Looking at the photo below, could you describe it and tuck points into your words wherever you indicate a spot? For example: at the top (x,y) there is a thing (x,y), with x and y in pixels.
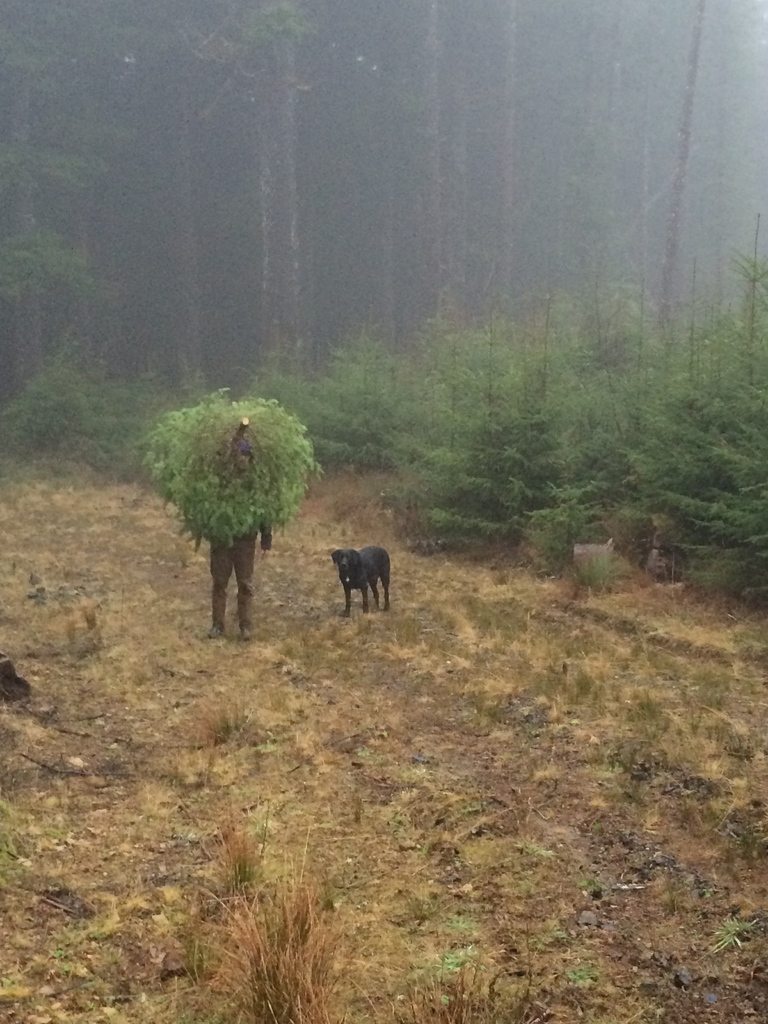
In the image we can see a person (234,542) standing, wearing clothes (228,569) and here we can see a dog (362,577). Here we can see grass (479,761), plants (472,462) and trees (31,44).
